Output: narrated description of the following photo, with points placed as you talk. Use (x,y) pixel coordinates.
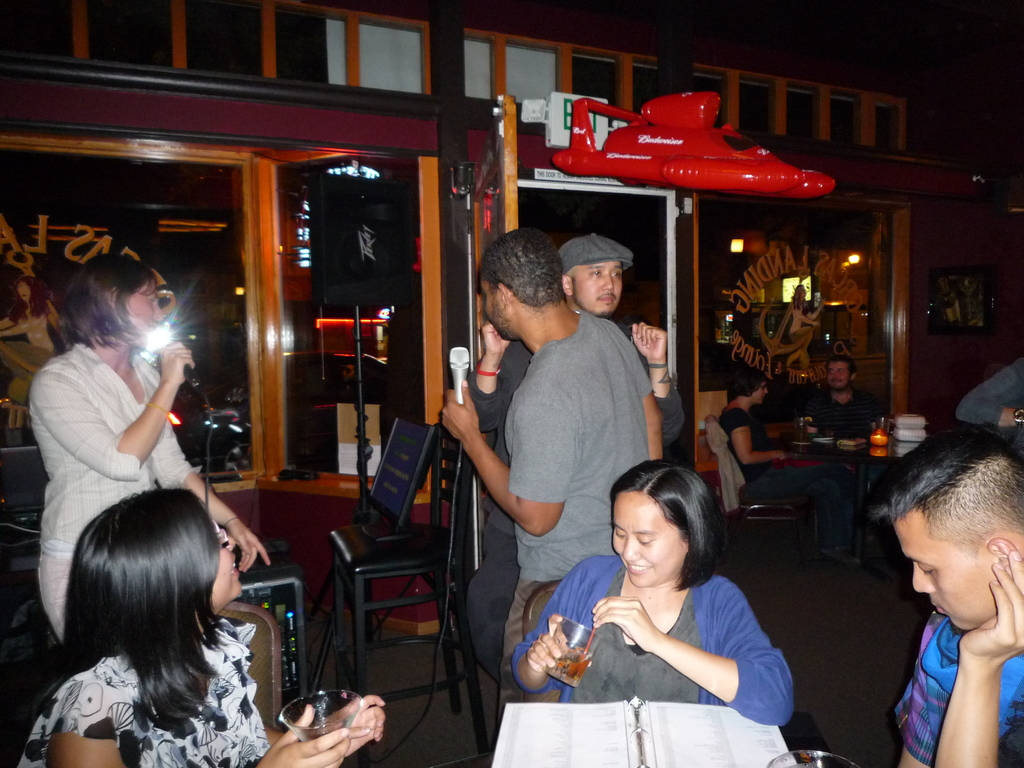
There are some people (485,409) standing holding a mics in their hands (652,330). There are some sitting in the chairs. In the background (84,84) there is a wall (205,119) and a balloon toy (655,161).
